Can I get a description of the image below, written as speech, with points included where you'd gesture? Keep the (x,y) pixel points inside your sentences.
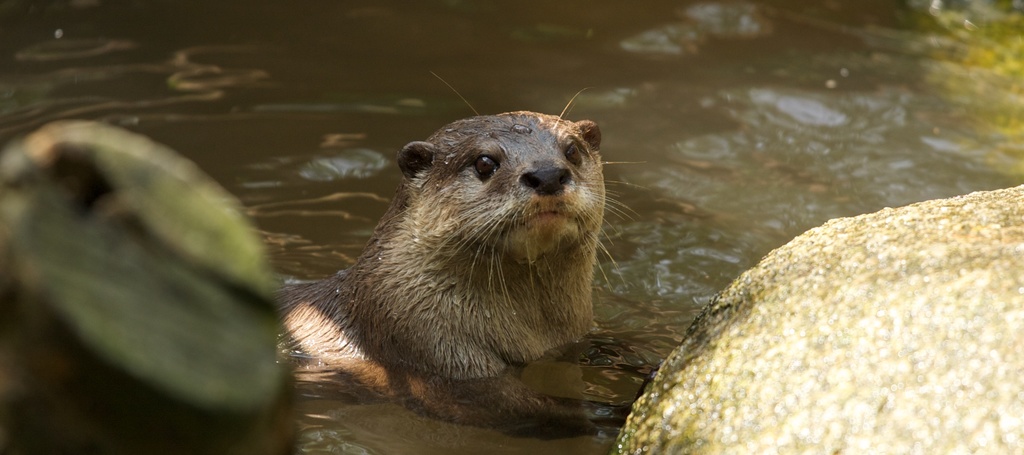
On the right side (921,267), there is a rock (865,409). On the left side (315,308), there is a otter (381,281) in the water (300,249) and there is an object (94,357) which is blurred.
